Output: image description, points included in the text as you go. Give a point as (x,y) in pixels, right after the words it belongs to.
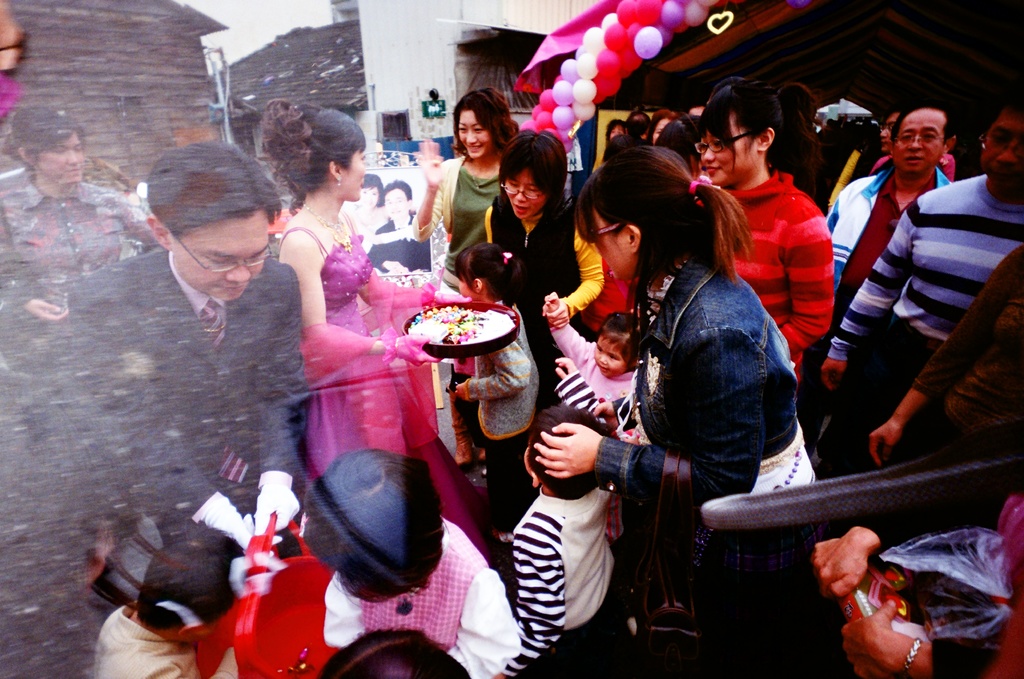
In this image, there are a few people (817,205). Among them, a person (404,348) is holding some object (446,320). We can also see some houses (444,54), balloons (533,119). We can also see a photograph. We can also see some objects (421,278).
